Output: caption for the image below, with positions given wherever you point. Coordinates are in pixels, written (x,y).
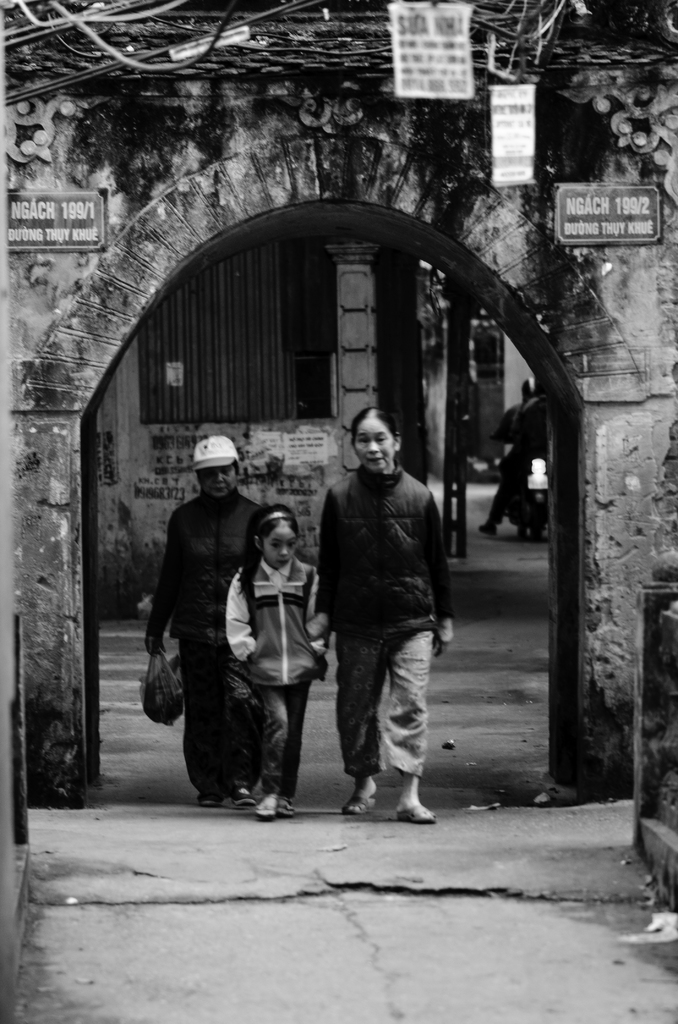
In the image we can see two people (384,607) and a child (234,635) walking, they are wearing clothes (235,612) and slippers (402,813). This is a handbag (159,659), cap (211,456), hair belt (266,517), footpath (353,899), arch construction (20,348) and fence (265,365). We can even see a person (522,445) is sitting in the vehicle (538,485), this is a vehicle (527,465).
